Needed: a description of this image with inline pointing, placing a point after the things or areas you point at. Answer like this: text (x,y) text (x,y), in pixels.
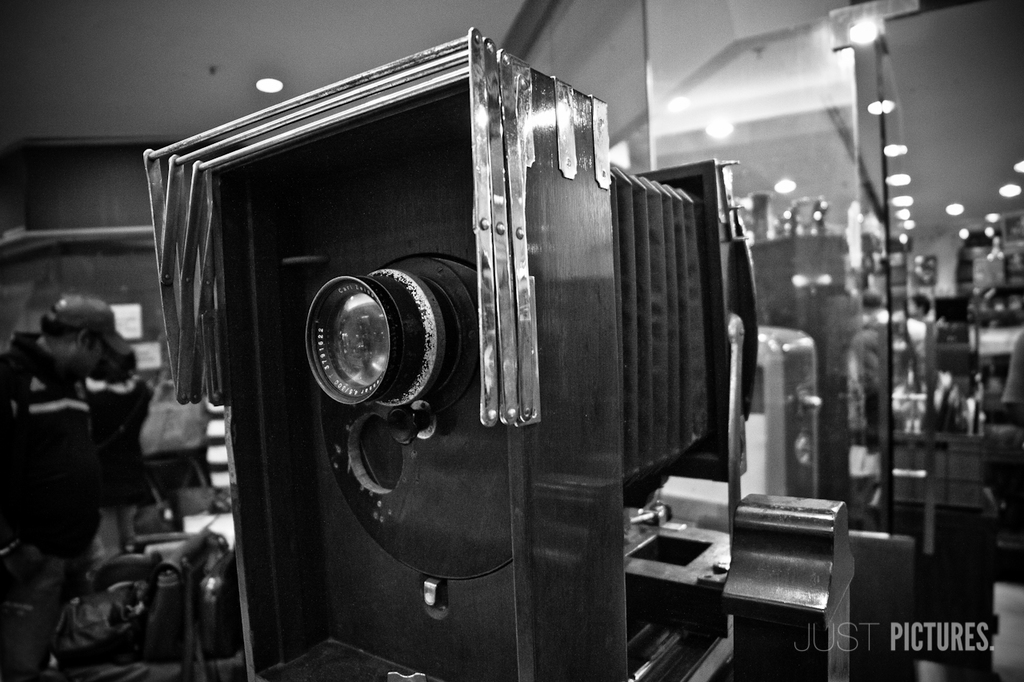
This image consists of a camera (545,367) in black color. On the left (85,477), we can see a person (105,437) standing. On the right (890,341), there is a mirror (838,465). At the top (150,61), there is a roof (194,61) along with the light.
